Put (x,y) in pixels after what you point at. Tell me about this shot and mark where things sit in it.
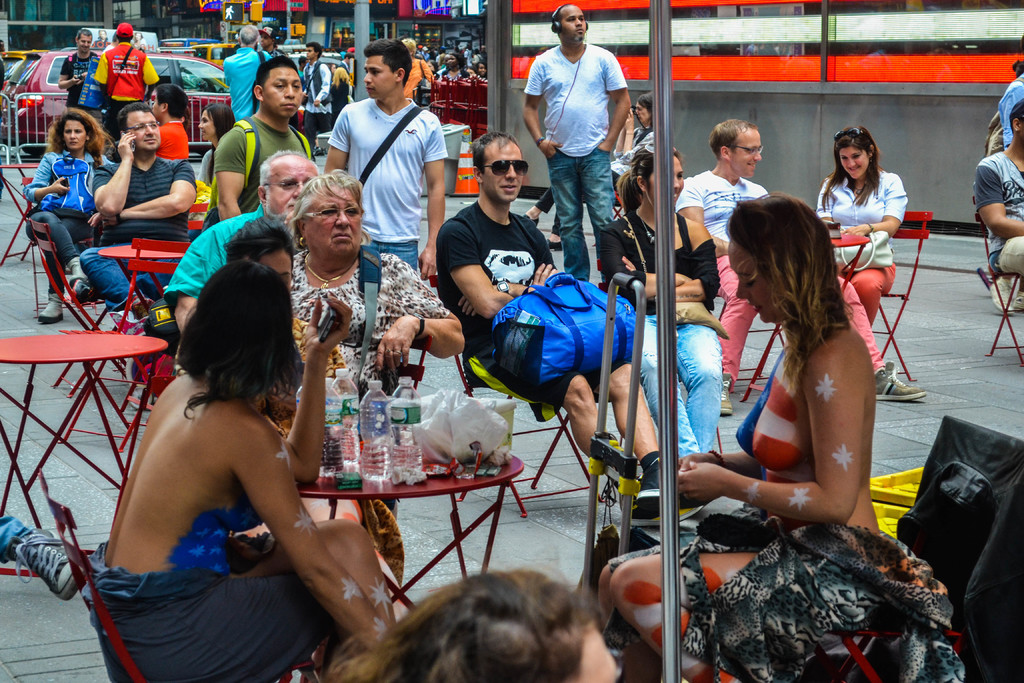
This is an outside view. Here I can see many people (221,242) are sitting on the chairs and few people (352,148) are standing. There are many tables (20,353). In the background (191,46), I can see few vehicles (179,62) and buildings (502,19).
